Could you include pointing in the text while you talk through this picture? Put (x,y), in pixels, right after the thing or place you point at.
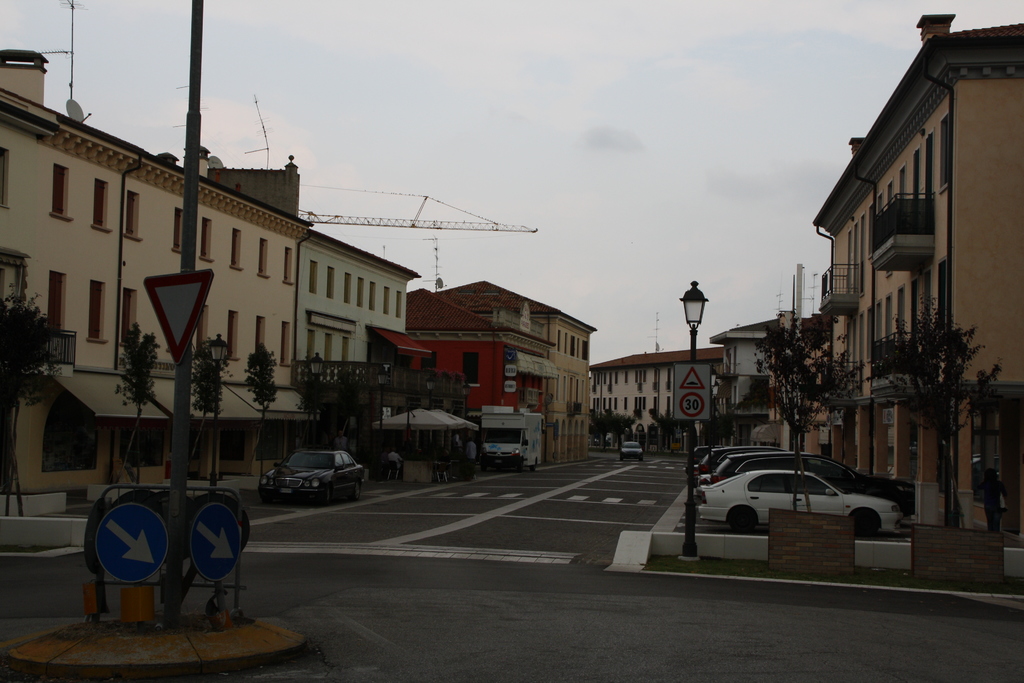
In this image there are vehicles (822,511) parked on the road (459,567), trees (685,427), signboards (228,564) and light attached to the poles (710,419), buildings (20,200), antennas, and in the background (632,226) there is sky (784,145).
